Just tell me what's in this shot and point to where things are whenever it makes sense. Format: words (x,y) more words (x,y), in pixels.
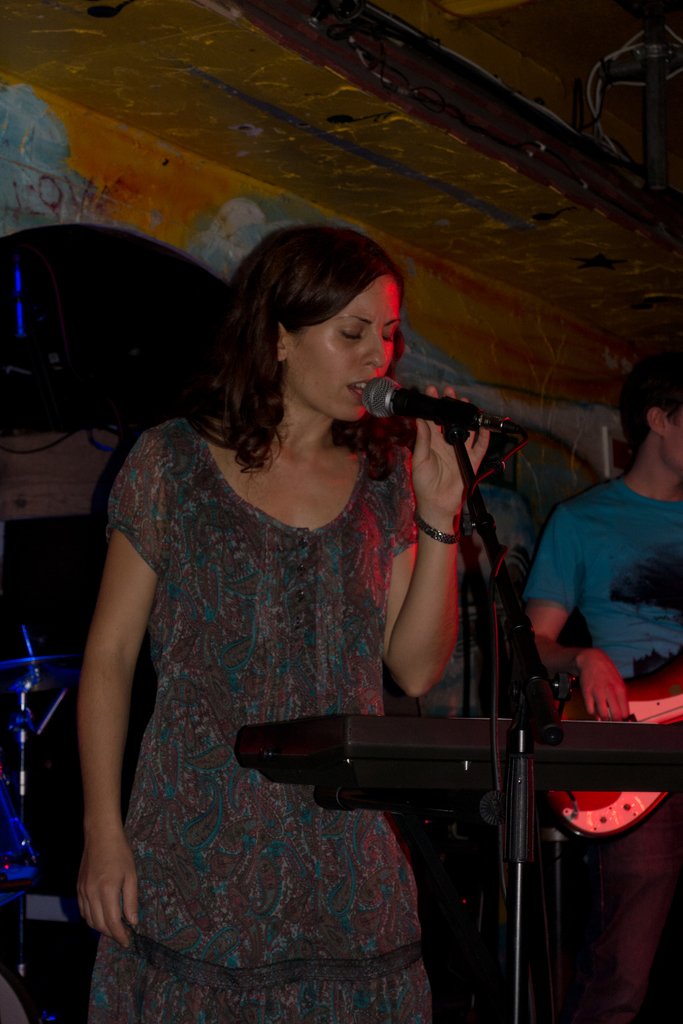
In this picture, There is a music instrument (646,760) which is in black color and there is a microphone (422,413) which is in black color and in the middle (278,582) there is a woman (268,620) who is singing in the microphone (394,408) and in the background (142,194) there is a yellow color wall (280,200).
